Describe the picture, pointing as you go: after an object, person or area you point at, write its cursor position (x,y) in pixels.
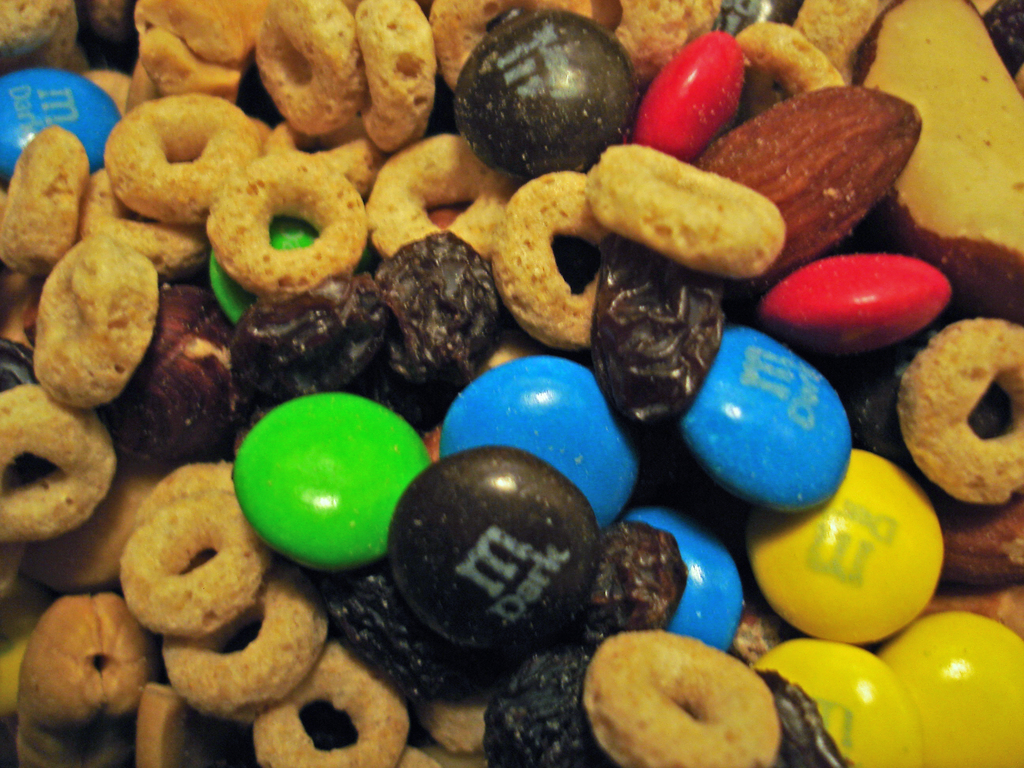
In this image we can see gems (453,471), cereal (751,226) and some other food items (928,97).
